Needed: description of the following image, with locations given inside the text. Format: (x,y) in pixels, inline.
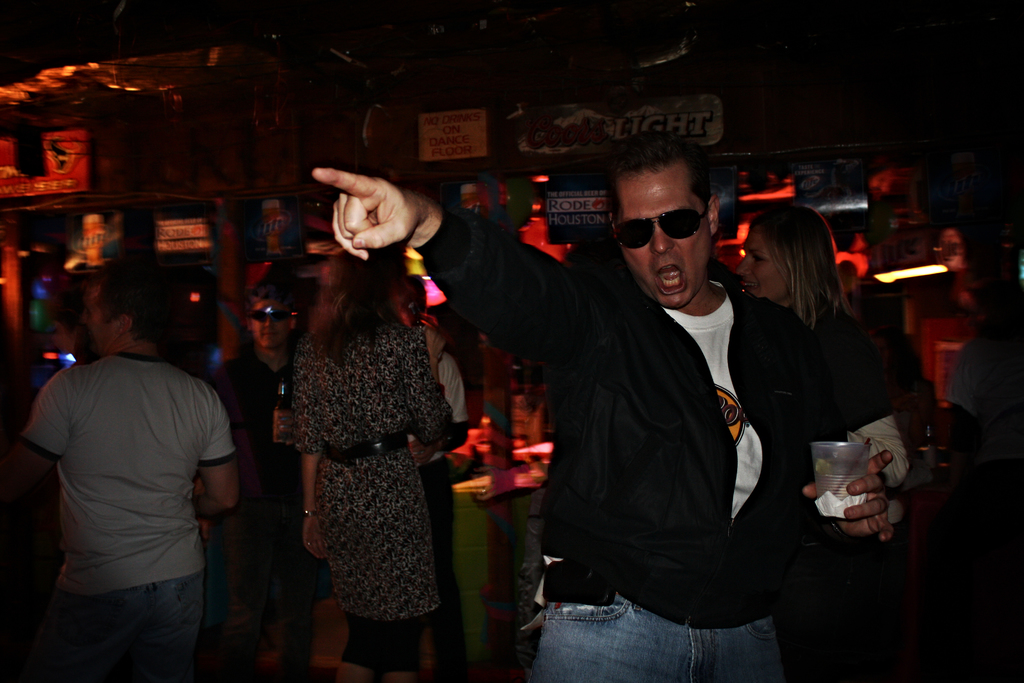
In this image I see a man (536,342) over here and I see that he is wearing black jacket (620,407), white t-shirt (738,441) and blue jeans (595,618) and he is holding a glass (861,447) in his hand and I see that he is wearing black shades (668,219). In the background (745,264) I see few more people (314,352) and I see that it is a bit dark.
